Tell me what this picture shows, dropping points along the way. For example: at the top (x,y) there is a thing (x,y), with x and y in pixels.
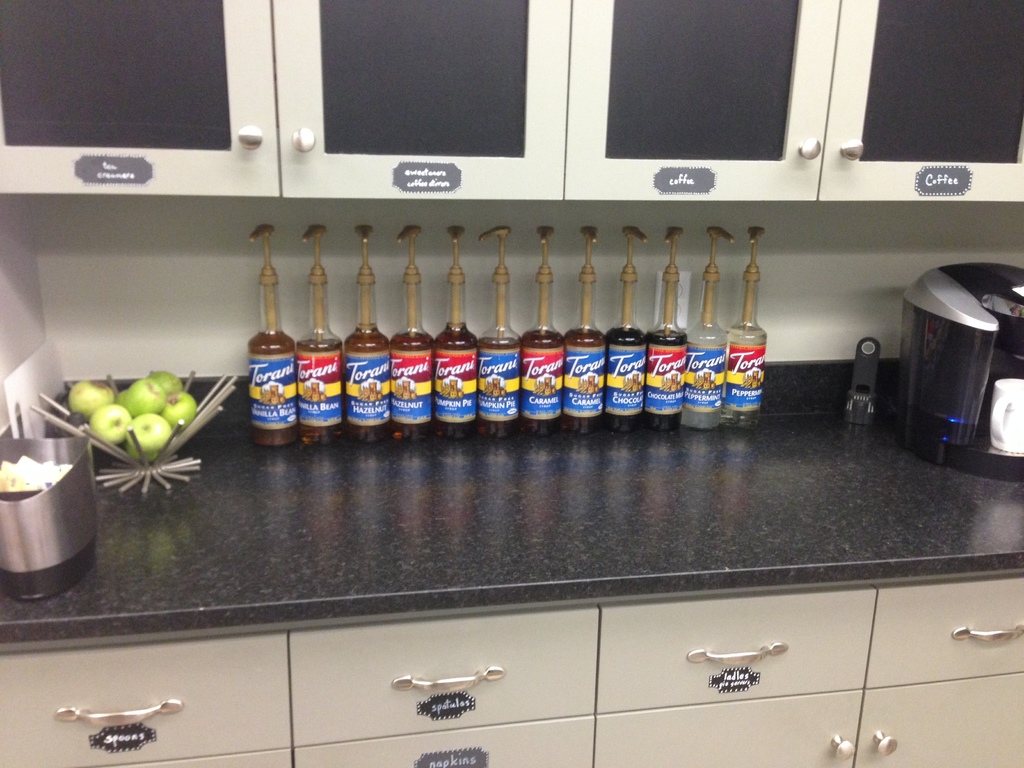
In this image i can see the kitchen counter top (582,524) on which there are few fruits (153,442) and few bottles (485,363), a coffee maker (955,289) and few other objects (876,364), i can see few cupboards (362,137) and few drawers (490,668).
